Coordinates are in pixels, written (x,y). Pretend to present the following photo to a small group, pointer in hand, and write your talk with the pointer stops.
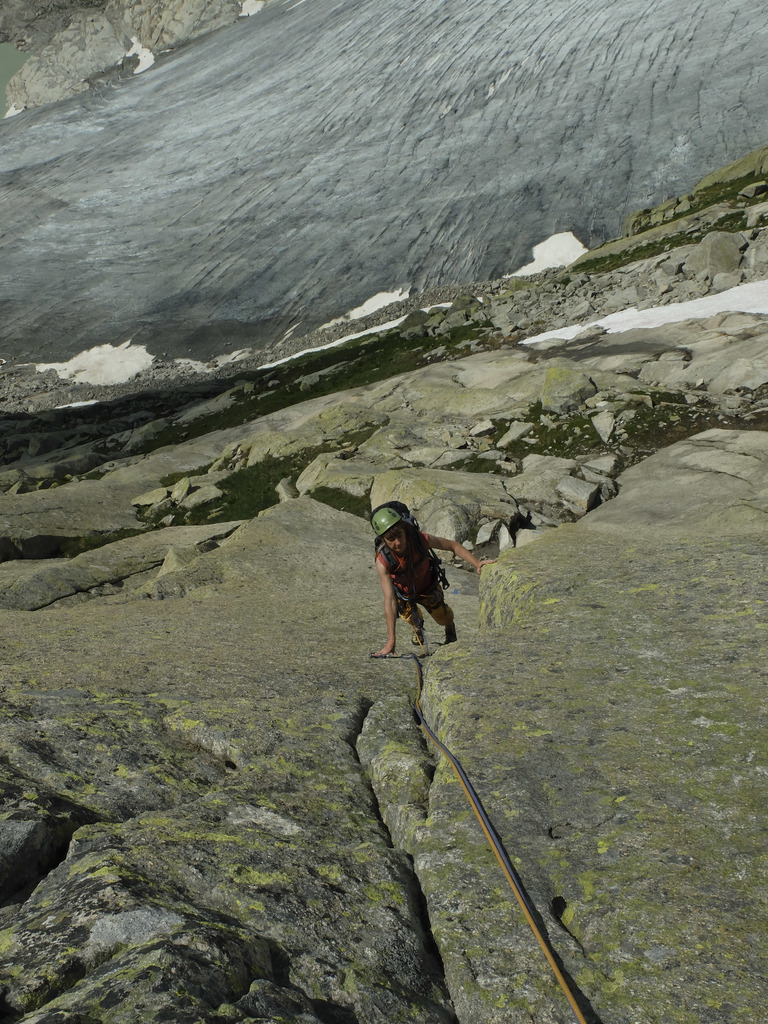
In this image in the center (416,535) there is one person (399,558) who is climbing, and at the bottom (368,890) there are some rocks (290,582). In the background (604,216) there are some mountains (662,206) and a glacier (289,226).
